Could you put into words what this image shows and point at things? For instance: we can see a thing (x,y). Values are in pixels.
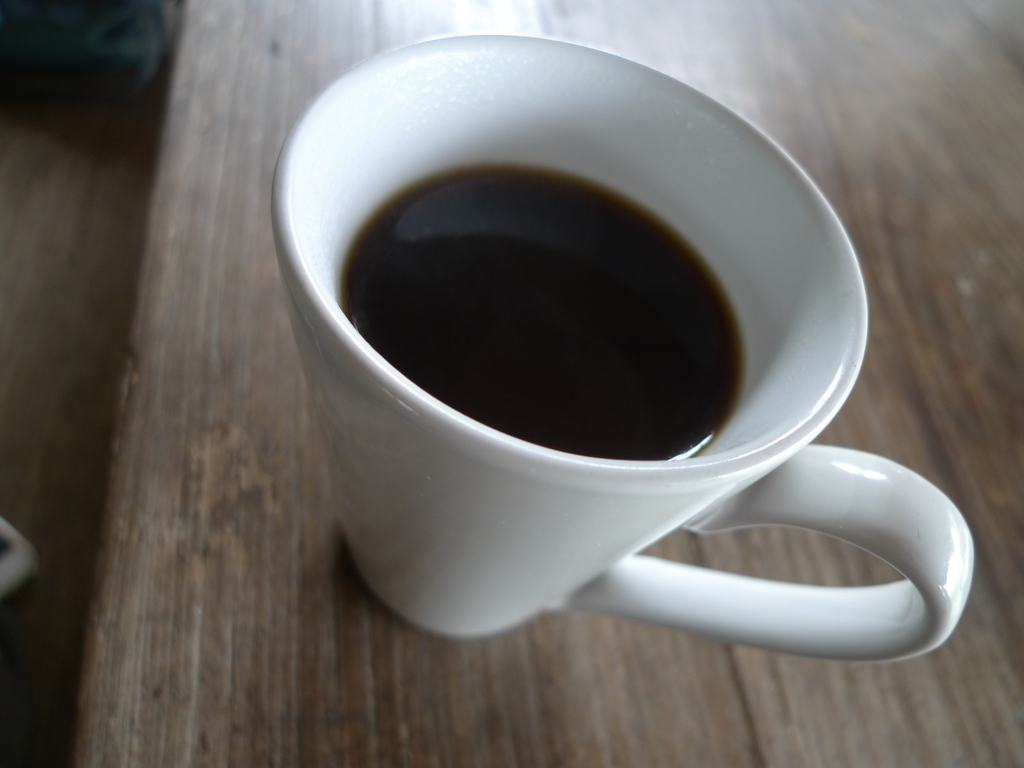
In the center of this picture (595,496) we can see a white color coffee mug (358,465) containing a liquid (616,383) which is placed on the top of the wooden table (178,655). On the left (97,41) we can see some objects (92,56).
